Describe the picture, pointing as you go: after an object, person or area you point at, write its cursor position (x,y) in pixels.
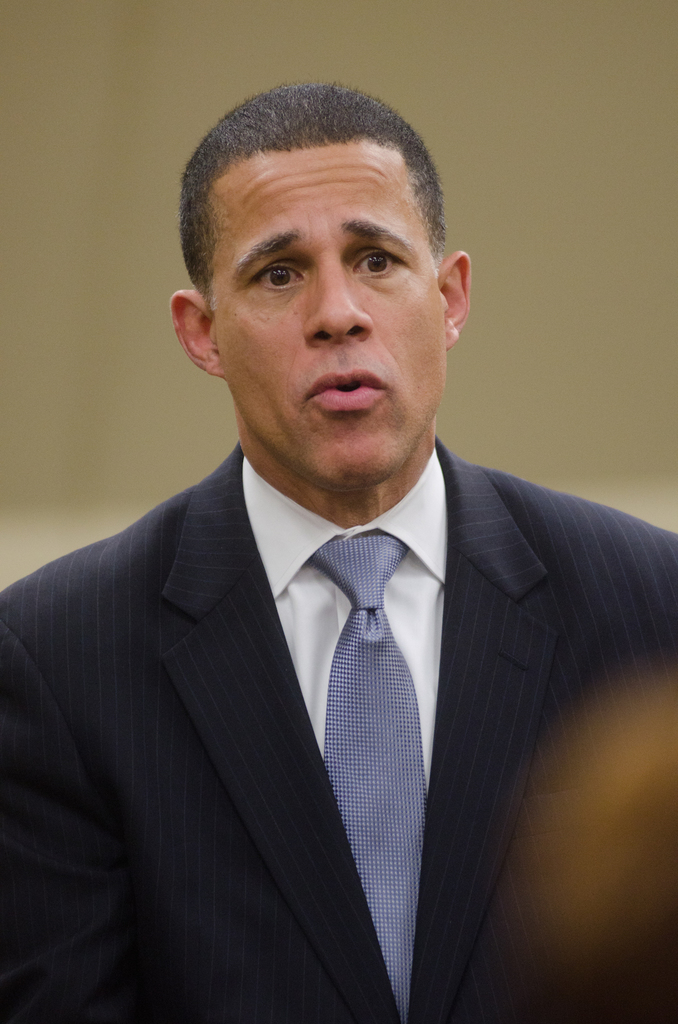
In the image there is a man (216,665), he is giving a shocking expression, he is wearing a white shirt (330,615), blue tie (346,574) and blue blazer (205,581). The background of the man (387,471) is blur.
